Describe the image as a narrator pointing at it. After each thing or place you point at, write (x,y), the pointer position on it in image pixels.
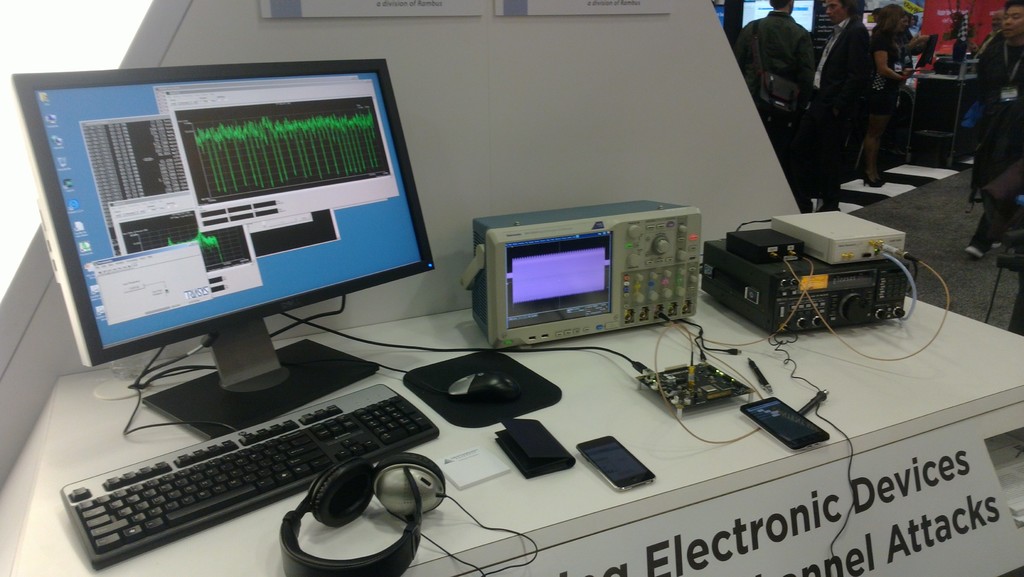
In this image we can see a table (385,333) and on the table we can see a monitor (315,229), keyboard (373,392), mouse (462,381), mouse pad (465,400), headphones (396,552), mobile phones (779,417) and also some other equipment (636,250). We can also see the wires (697,440), some boards (403,12). On the right (806,125) we can see the people (844,134) standing on the floor (970,302). We can see the wall (333,23) and some other objects (922,78).
